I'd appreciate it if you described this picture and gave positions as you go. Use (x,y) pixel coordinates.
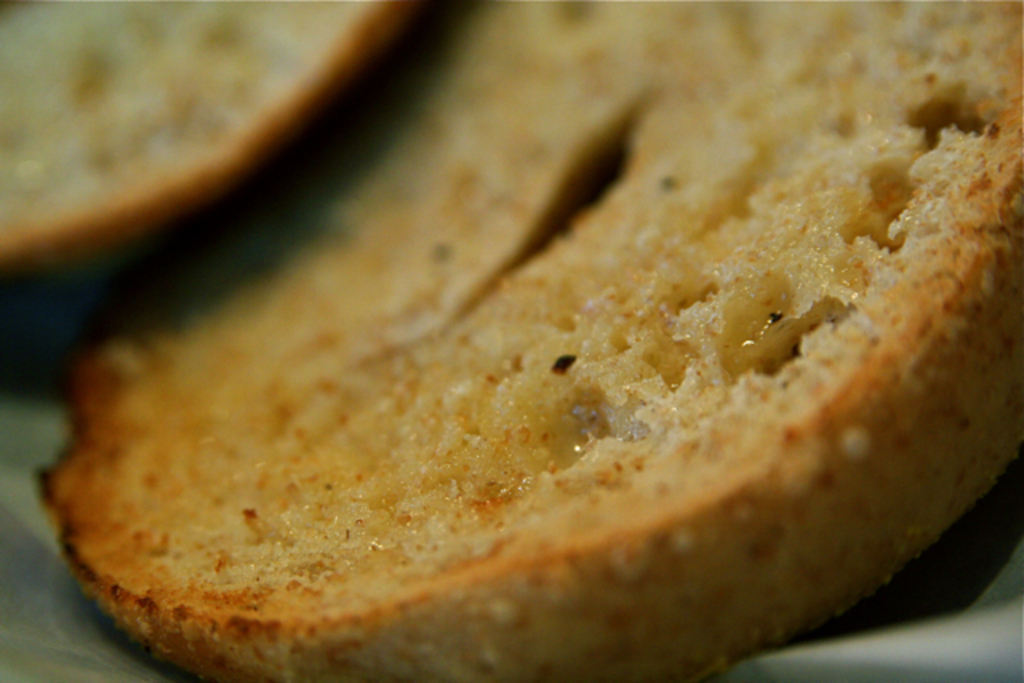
In this image there are two slices of bread (257,411) on the plate (927,651).
